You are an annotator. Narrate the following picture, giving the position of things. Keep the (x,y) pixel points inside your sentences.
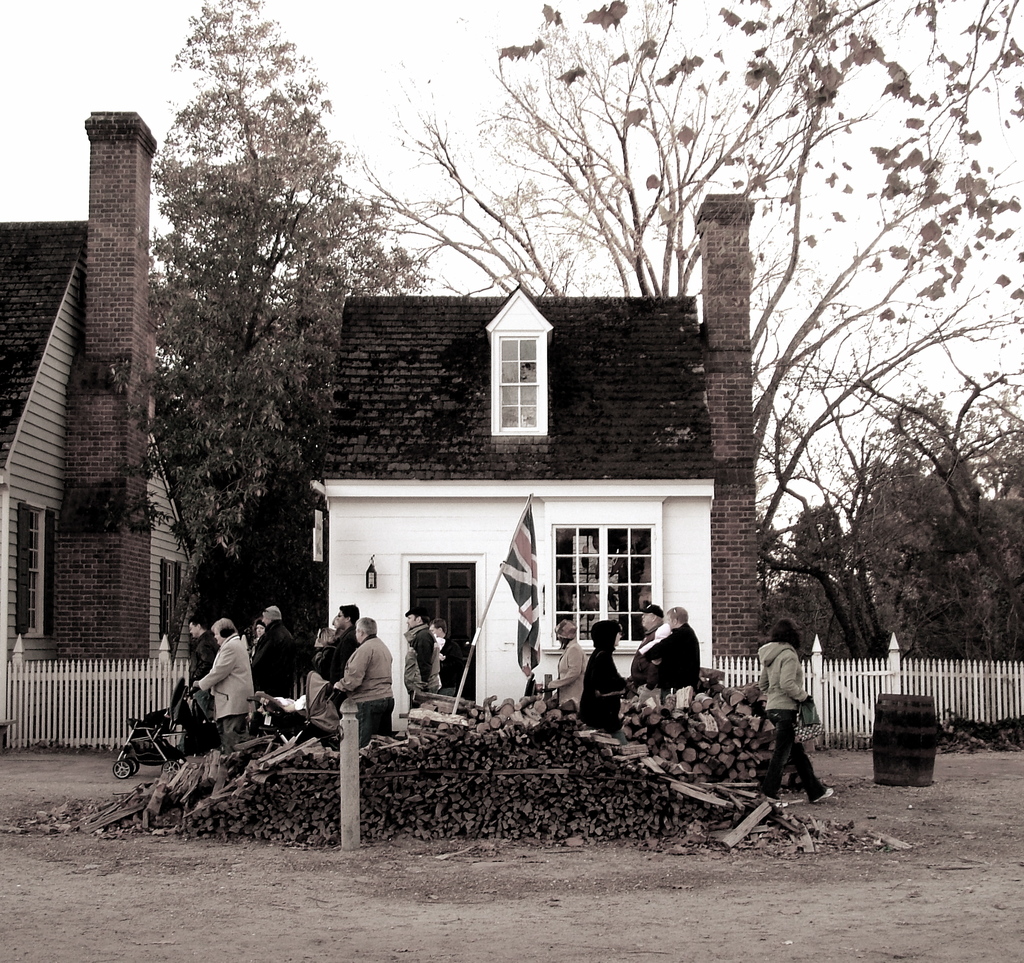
In the center of the image (492,405) there is a house (570,413), flag (524,548) and wooden sticks (463,782). On the left side of the image (224,428) we can see tree (154,437), house (85,479), fencing (107,683) and persons (237,673) on the road (94,806). On the right side (1011,543) we can see trees (1015,592), fencing (749,685) and person (786,736) on the road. In the background (601,27) there is a sky (339,103).
